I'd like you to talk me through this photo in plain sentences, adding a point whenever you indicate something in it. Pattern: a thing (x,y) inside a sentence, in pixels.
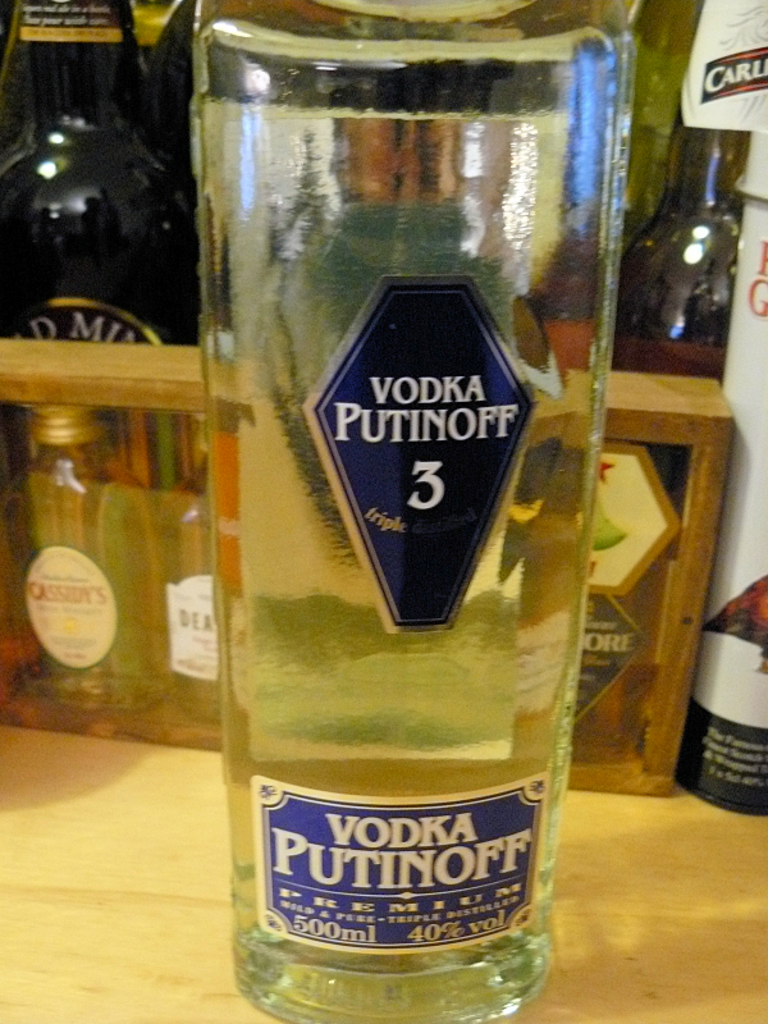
In this image we can see a vodka bottle (387,853) with a label (361,892) on it placed on the table (626,906). In the background (2,277) we can see bottles (30,322).
